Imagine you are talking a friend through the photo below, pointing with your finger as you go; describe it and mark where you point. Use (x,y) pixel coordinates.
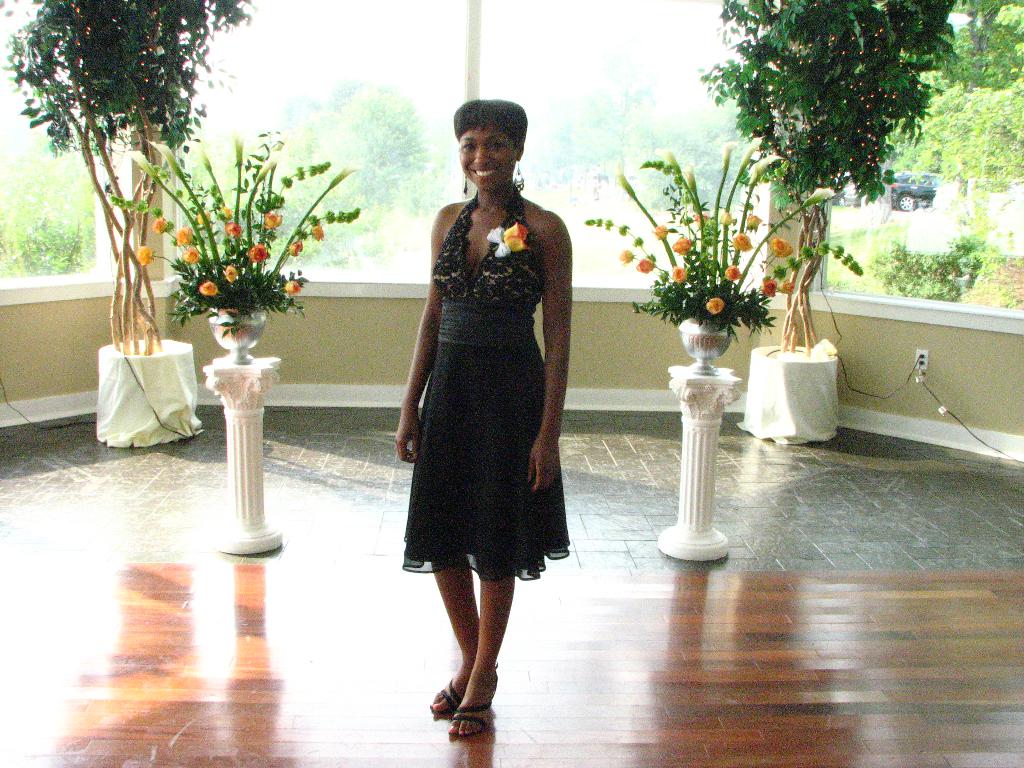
In this image we can see a woman (545,471) standing on the floor (503,714). We can also see the flower pots (739,294) on the poles (261,495), some plants (186,291) in the pots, a wall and some wires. On the backside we can see a pole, some plants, trees (728,175) and a vehicle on the ground (880,238).
